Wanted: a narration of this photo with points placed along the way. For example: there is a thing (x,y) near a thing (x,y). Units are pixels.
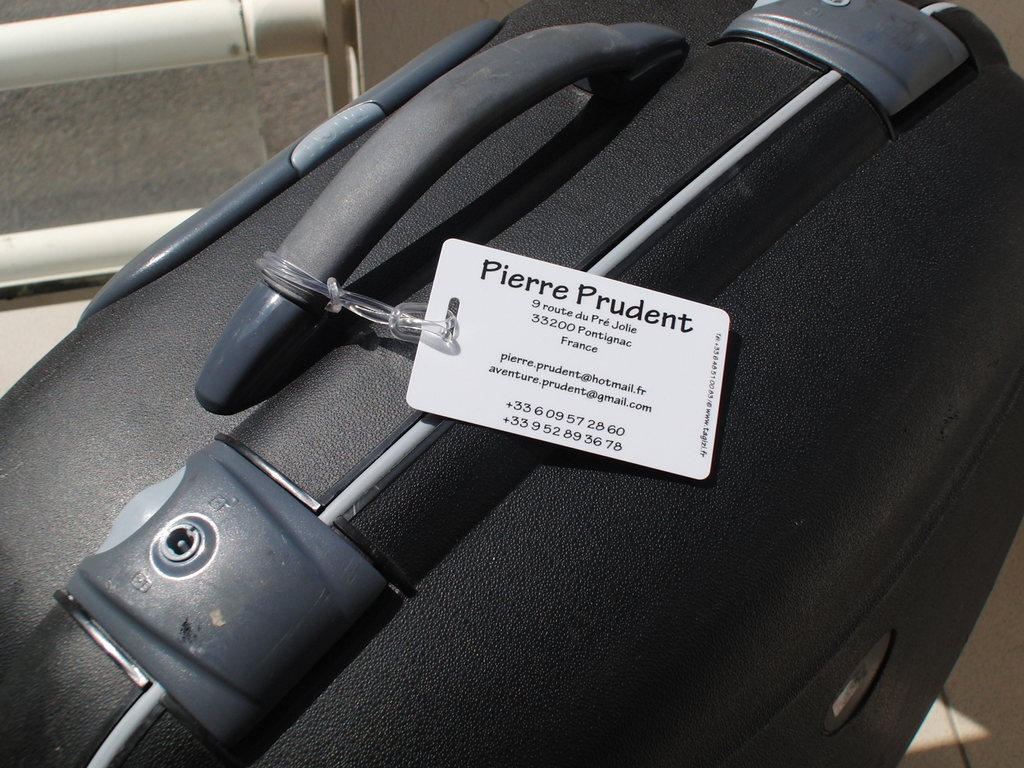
In this image we can see a nice suitcase (581,558) with lock system (136,495) and a name tag (550,351) to the handle (579,57).
